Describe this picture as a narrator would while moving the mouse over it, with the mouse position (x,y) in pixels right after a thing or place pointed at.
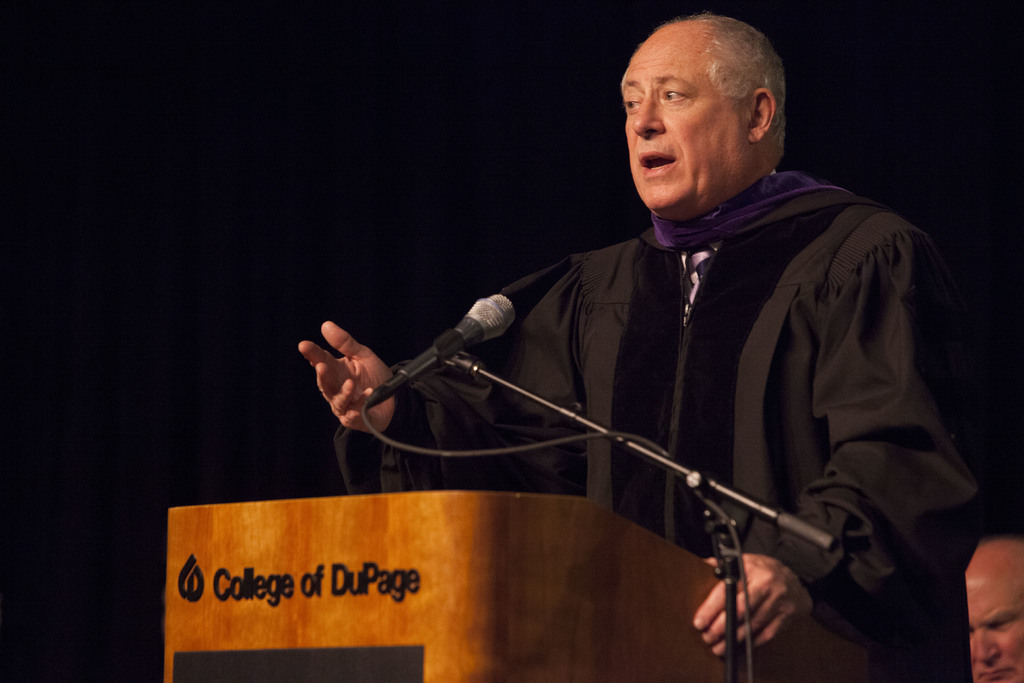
In this image I can see a person (750,352) standing and wearing dress (454,395). In front (525,601) I can see a podium (522,620), mic (452,338) and stand (451,358). Background (350,69) is in black color.
